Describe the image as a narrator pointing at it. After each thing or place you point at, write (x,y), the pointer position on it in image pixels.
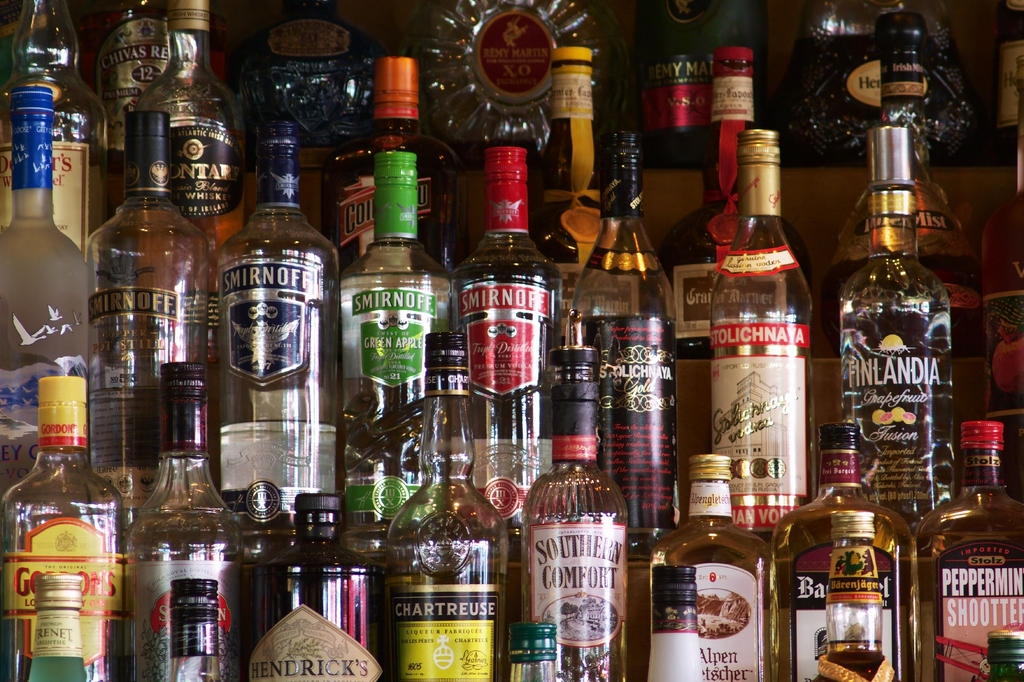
In this image i can see a number of bottles (482,408) in the shelf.
